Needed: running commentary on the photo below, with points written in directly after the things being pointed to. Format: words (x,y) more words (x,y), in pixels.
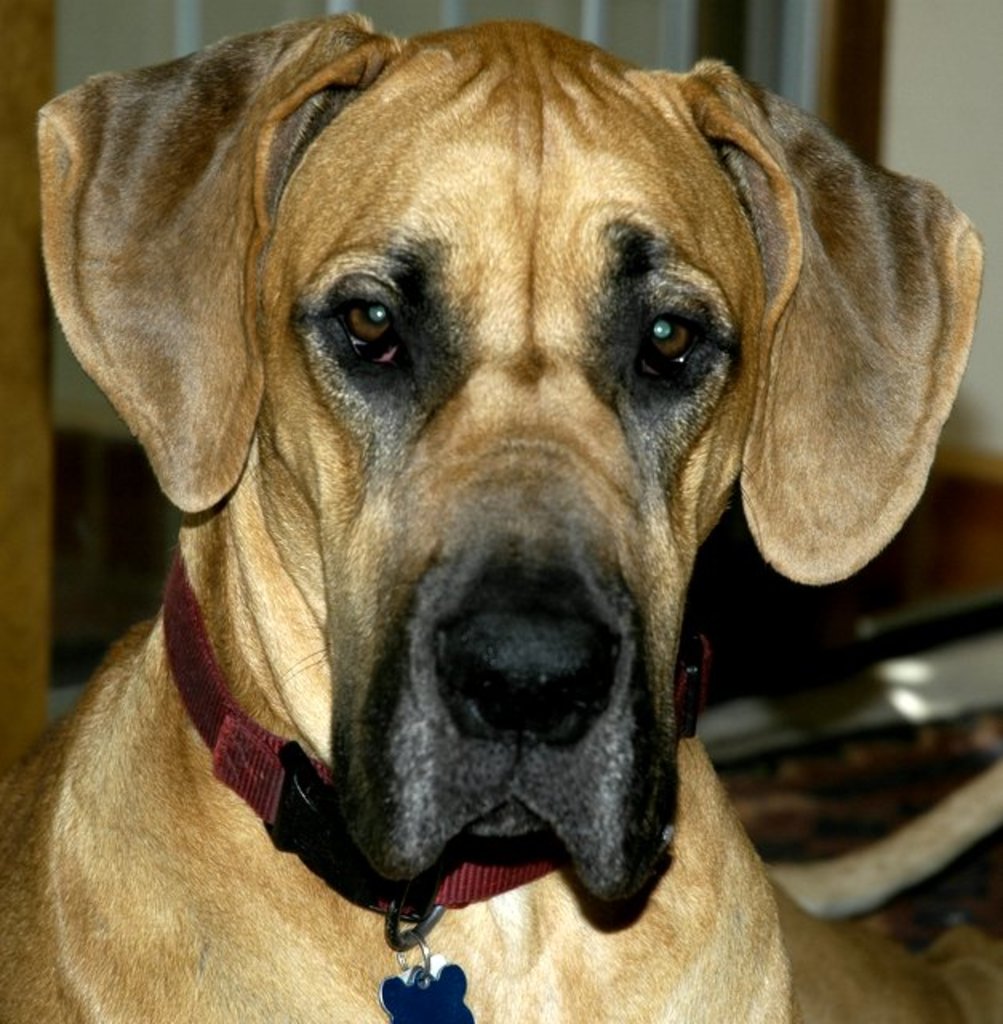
In this image we can see a dog (509,911) who is in brown color and collar (258,758) is attached to the neck (293,859) of the dog (293,859).
